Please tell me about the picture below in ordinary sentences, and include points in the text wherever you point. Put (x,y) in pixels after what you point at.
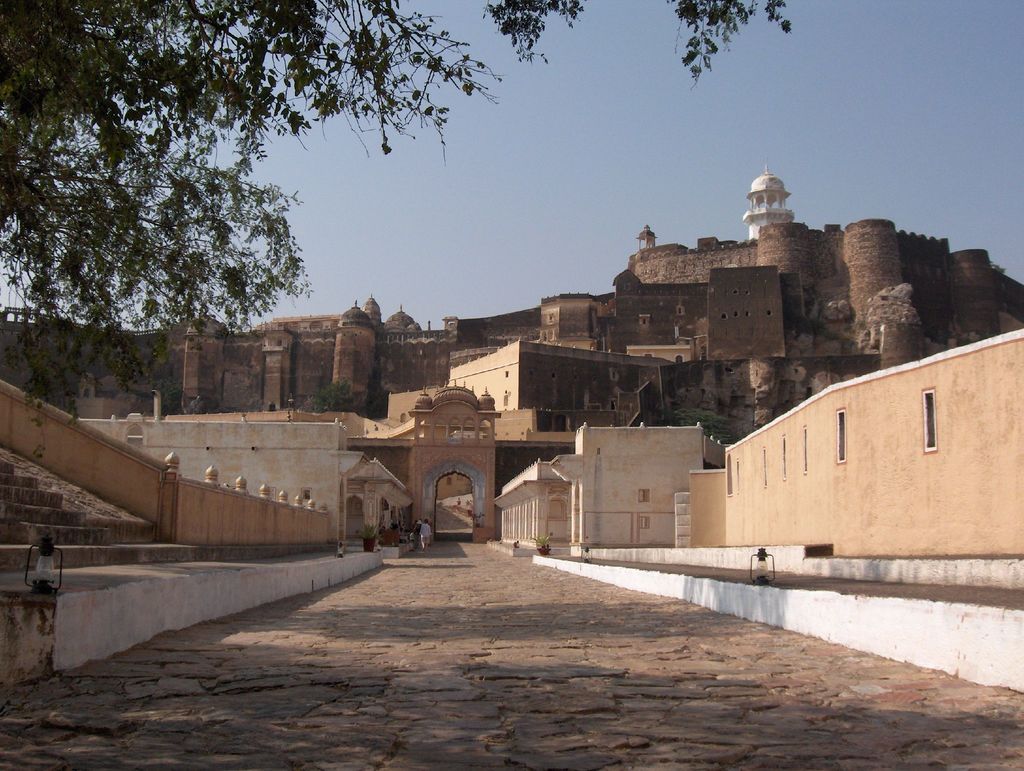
In the picture we can see walkway (443,731), on left side of the picture (111,150) there are some leaves (132,104) of a tree (100,102) and in the background of the picture (367,472) there is fort (381,330) and top of the picture (517,139) there is clear sky (419,147).
